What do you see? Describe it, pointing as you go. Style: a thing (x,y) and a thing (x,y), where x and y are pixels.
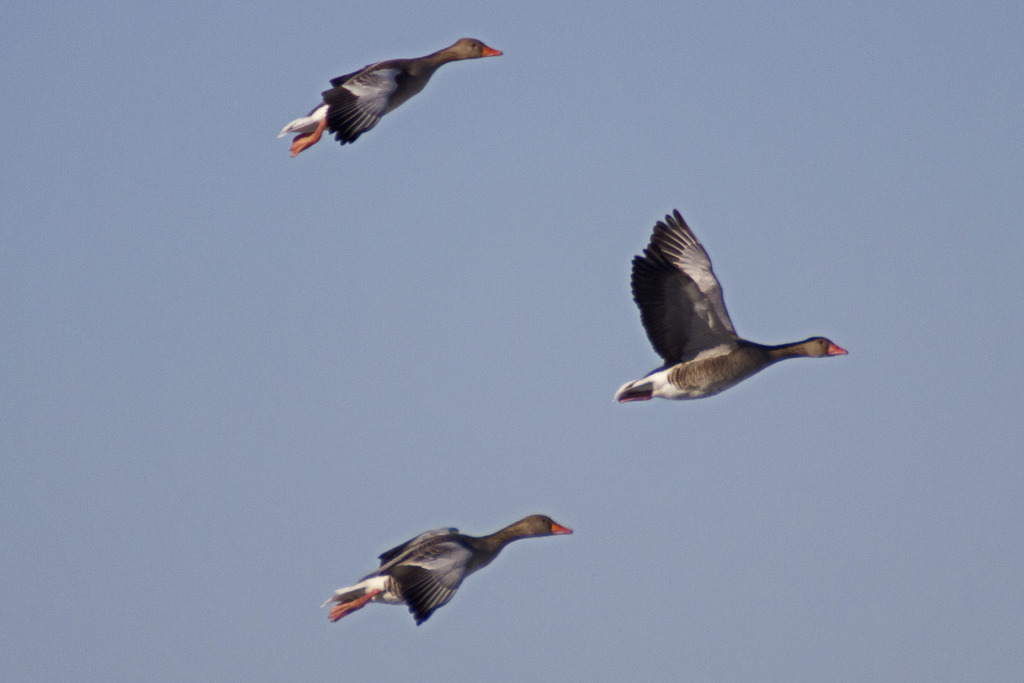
In this image we can see birds (639,280) flying in the sky (376,365).
